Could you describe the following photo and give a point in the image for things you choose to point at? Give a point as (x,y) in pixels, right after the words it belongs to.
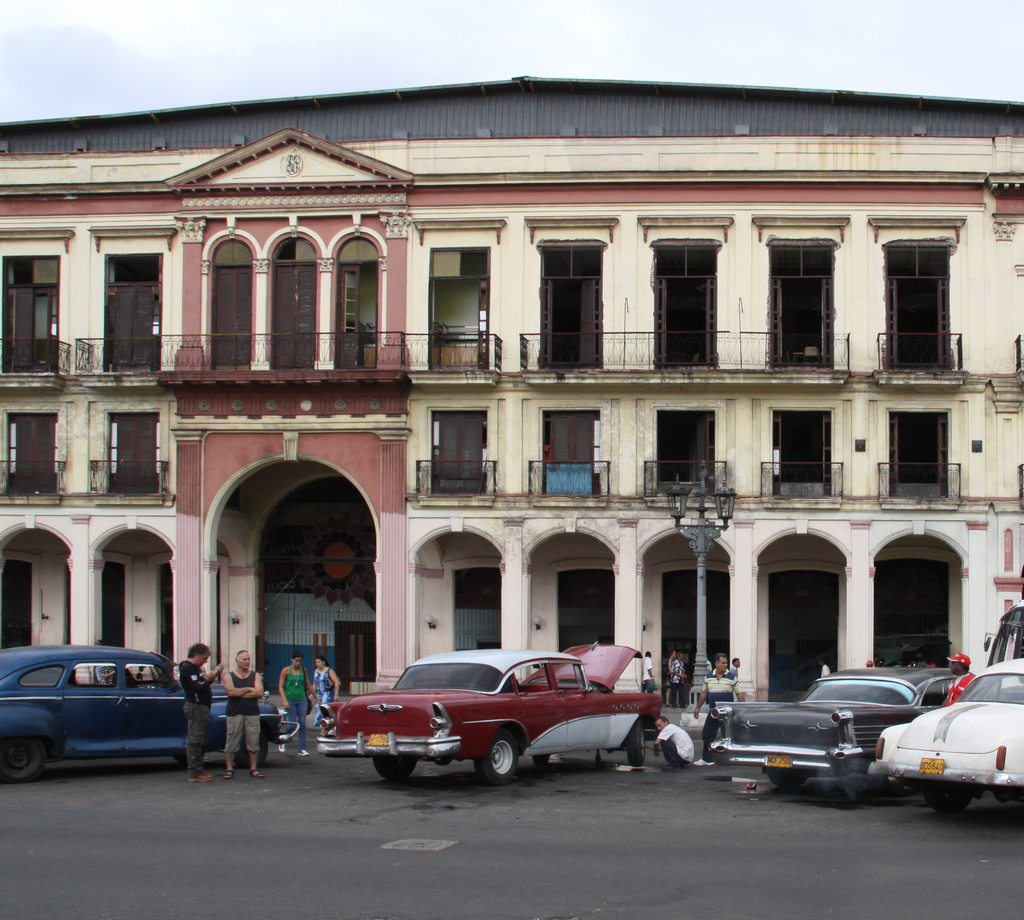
In this image, we can see a building (96,317). We can see the fence (773,355). There are a few vehicles (982,738), people (246,750). We can see a pole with some lights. We can see the ground (1022,908) and the sky (933,39).
